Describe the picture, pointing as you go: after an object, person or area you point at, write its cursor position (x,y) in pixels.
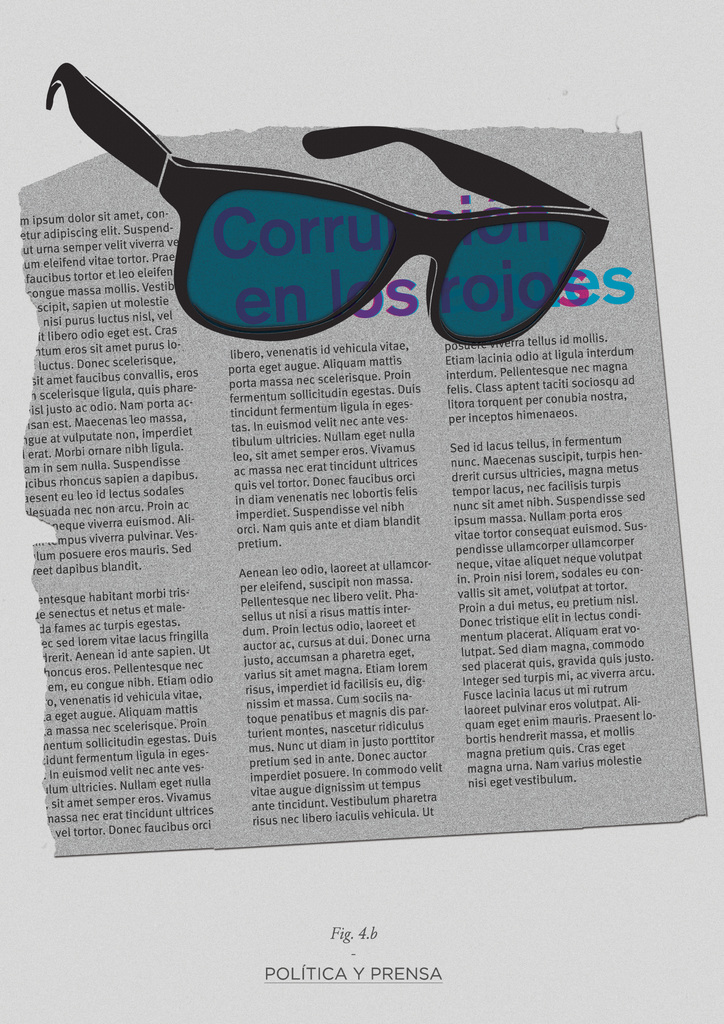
This is a paper (314,505). In this picture we can see the text (311,388) and goggles (264,238).
